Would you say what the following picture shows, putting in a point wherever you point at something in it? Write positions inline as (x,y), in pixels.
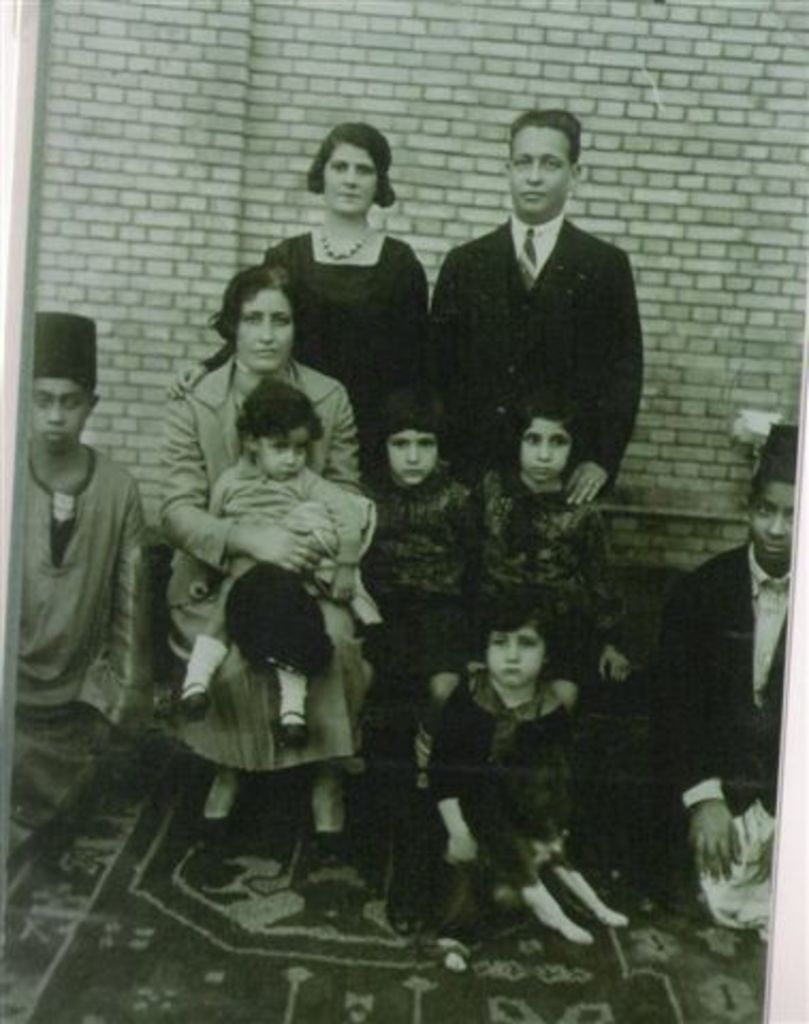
in the given picture i can see group of the people (40,383) who is sitting towards left (83,517) and wearing a cap (94,378) and middle person (243,360) who is sitting and holding a baby (257,403) and behind the middle person (288,306), there are two other persons (324,272) who are standing and also i can see few others children's (535,447) who are sitting here and behind those people (556,316) there is a wall (603,114) which is build with bricks (708,119) and also i can see mat (326,957).
